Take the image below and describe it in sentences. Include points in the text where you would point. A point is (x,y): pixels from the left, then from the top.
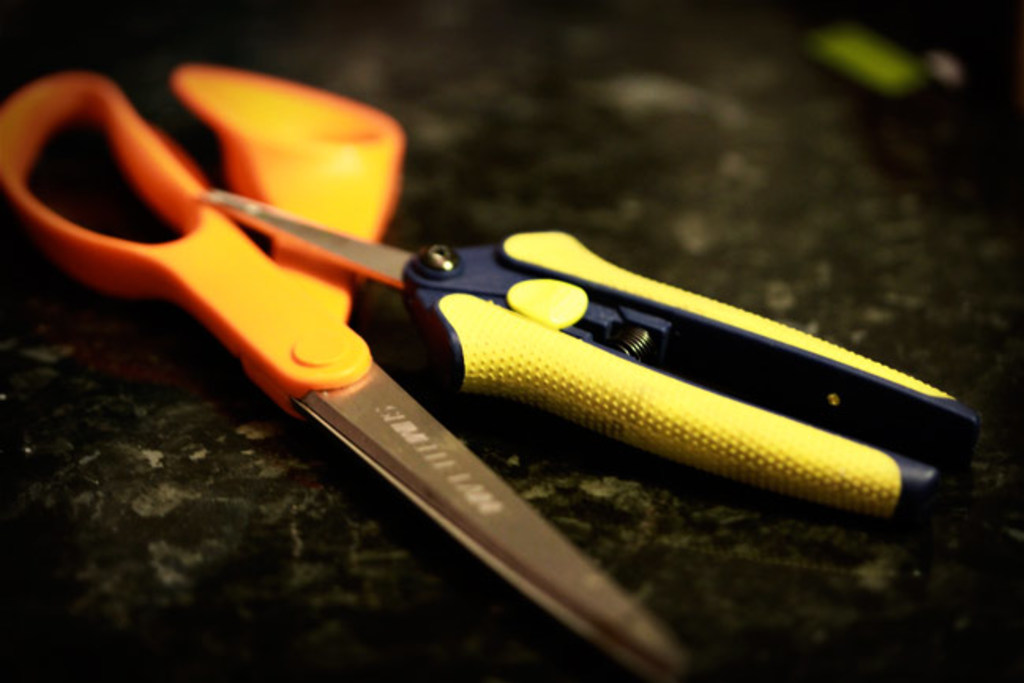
In this picture, we see the cutting plier (678,405) in yellow and blue color. Beside that, we see the scissors (350,349) in orange color. In the background (764,272), it is black in color. This picture is blurred in the background (735,137).
